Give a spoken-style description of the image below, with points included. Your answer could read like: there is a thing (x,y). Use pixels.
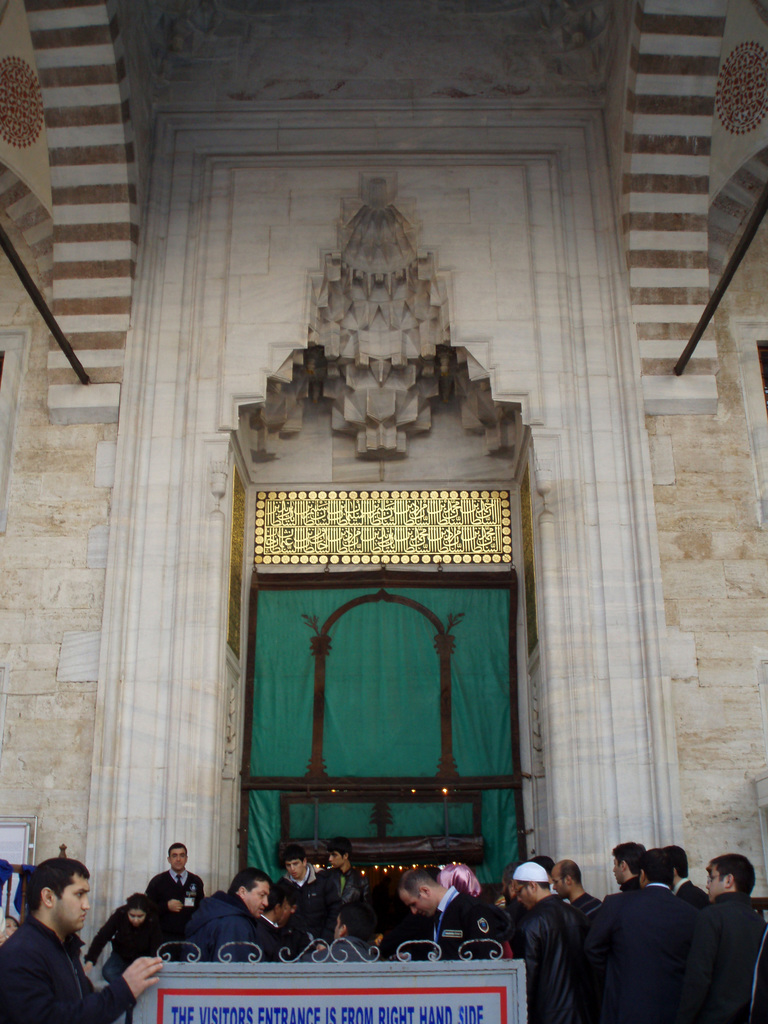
In this image, we can see people (430,898) wearing clothes (535,991). There is a board (316,972) at the bottom of the image (436,1006). In the background (596,744), we can see a wall (181,410).
